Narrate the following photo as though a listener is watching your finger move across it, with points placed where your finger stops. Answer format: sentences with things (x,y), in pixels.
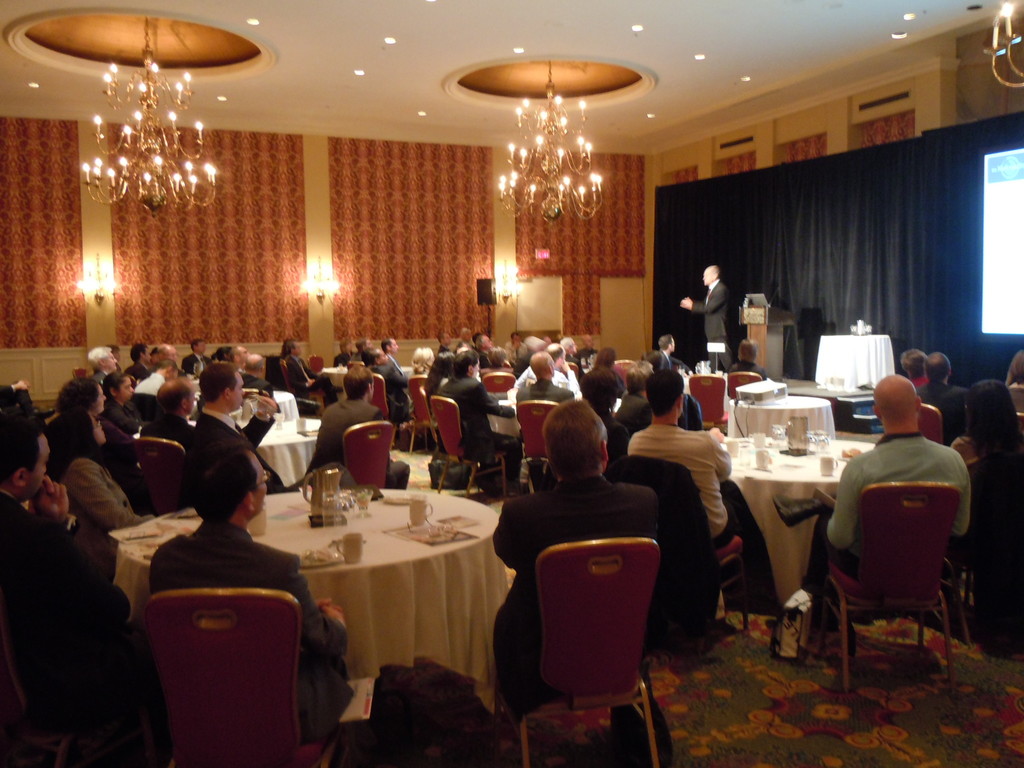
This is a conference hall (494,317), many people (531,383) are sitting on the chair (158,461) and listening to the person (712,324) who is standing on the stage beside a podium (758,330) and behind him there is a big cloth (883,235) and a screen (1002,254). On the wall (186,258) we can see 3 lights (509,290). At the rooftop (387,57), there is a ceiling (427,44) and chandeliers (543,131). In between the people (255,510) there is a big table (378,535) with food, jar (317,502) and water (334,506) on it.
